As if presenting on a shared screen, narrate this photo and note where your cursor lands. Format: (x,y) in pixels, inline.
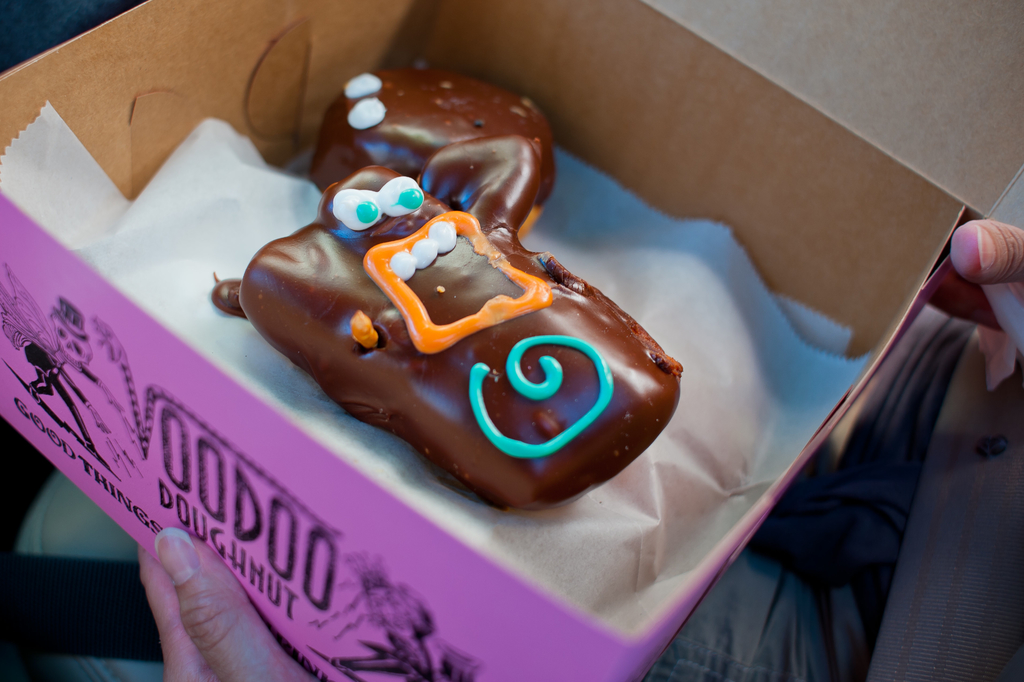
In this image there is a food item (517,383) and paper (599,505) in the box (509,600) and the box (498,594) is in the person's hand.
